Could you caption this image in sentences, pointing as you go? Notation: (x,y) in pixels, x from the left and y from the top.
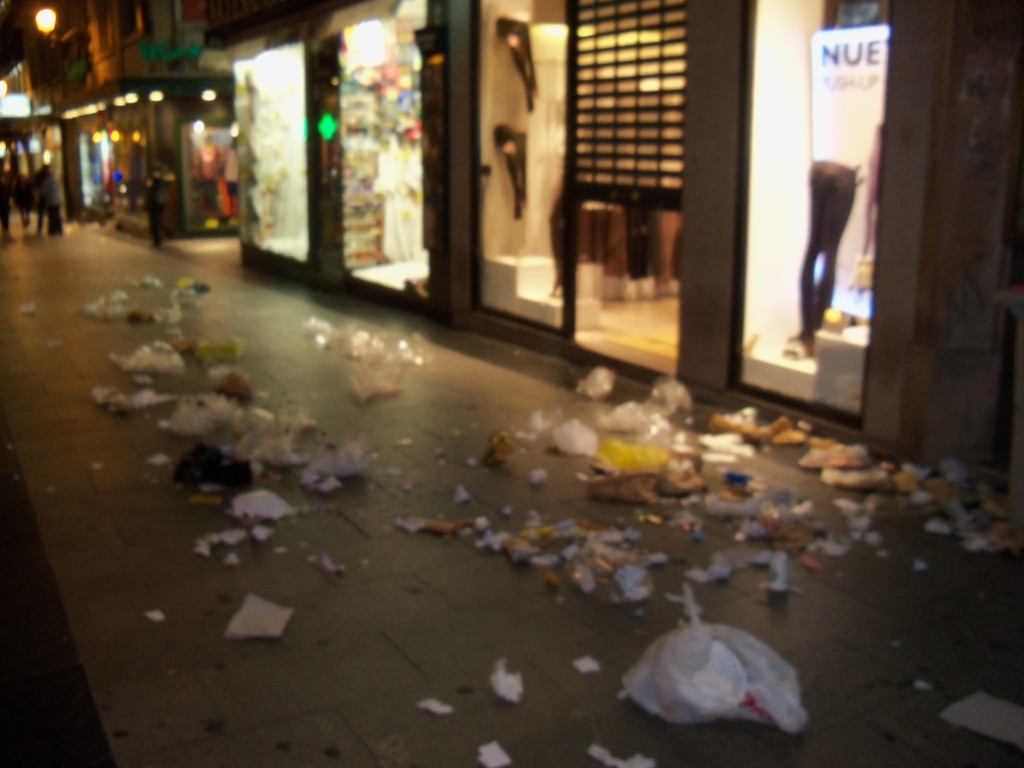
In front of the image there is garbage (318,476) on the pavement (464,421), beside the pavement (354,494) there are shops (524,177) with glass display (246,177), through the glass display (533,120) we can see there are some objects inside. In the background of the image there are a few people (155,214) standing and there is a lamp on the building (122,125).
